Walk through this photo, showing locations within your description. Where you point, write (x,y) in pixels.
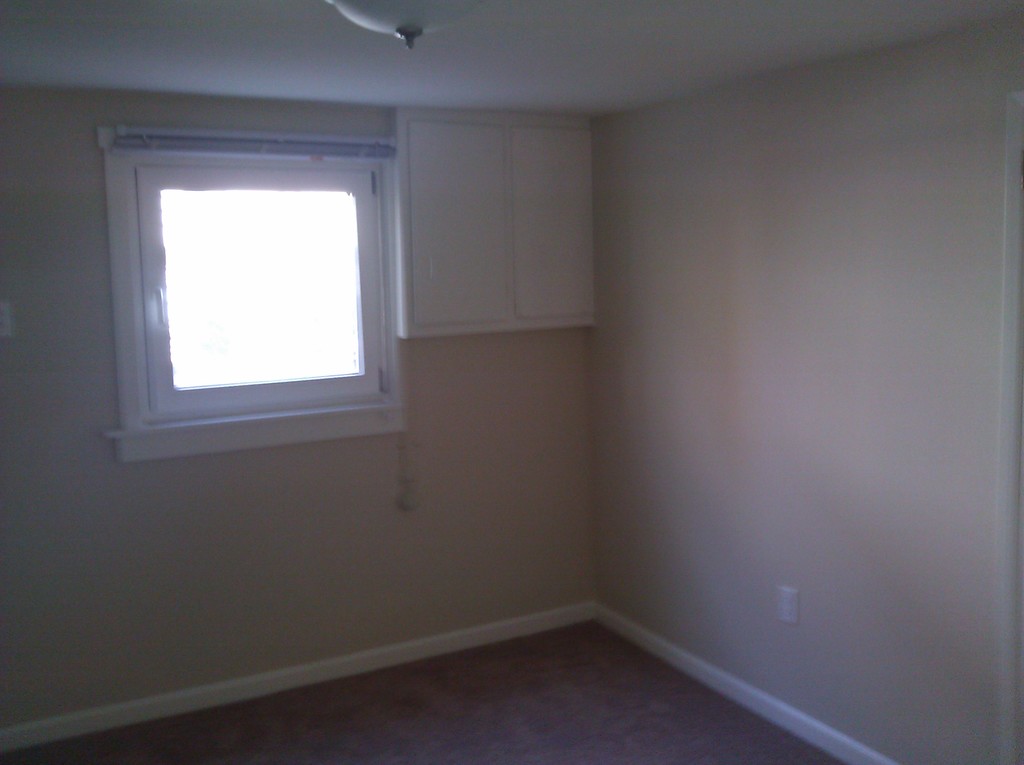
This picture is clicked inside the room. At the bottom (539,677), we see the floor (531,720). On the right side (697,189), we see a white wall (854,139). In the background (271,238), we see a window (345,280) and a cupboard (472,197) in white color. At the top (447,8), we see a white color object (392,34) and a wall (336,40) in white color.
